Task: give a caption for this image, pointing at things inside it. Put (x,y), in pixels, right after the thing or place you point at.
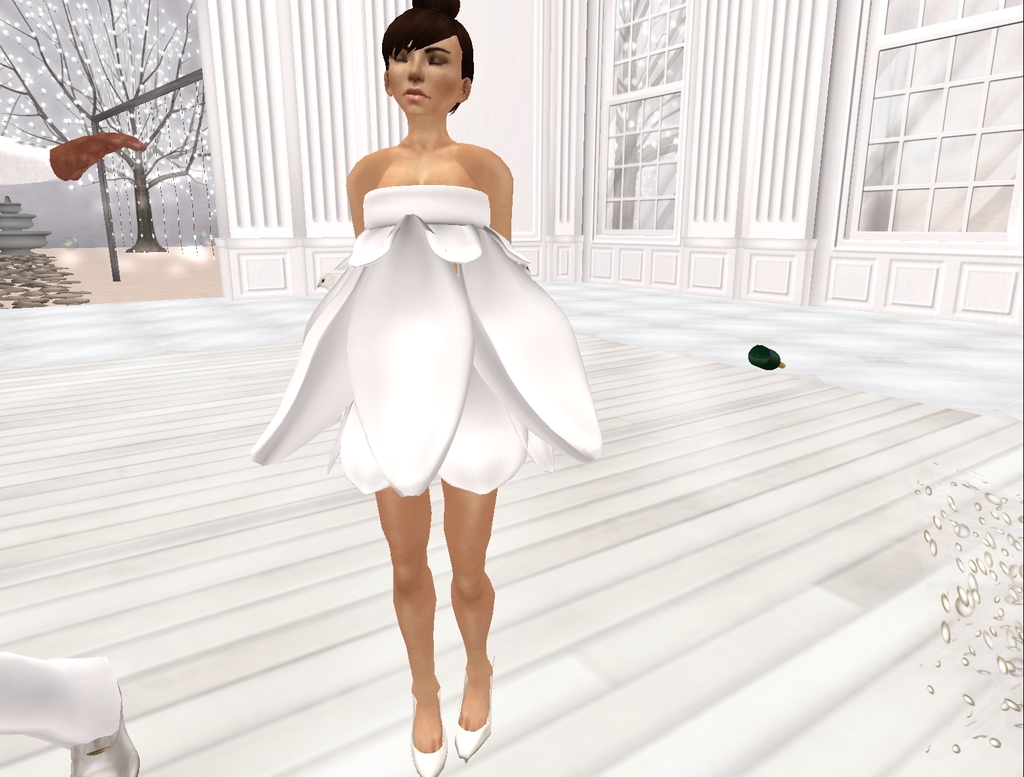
It is an edited image and there is an woman (439,265) with white dress (435,383) on the floor (332,596). In the background (652,184) windows (878,74) are visible. Tree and a bottle (755,364) on the floor (733,369) is also present in this image.
